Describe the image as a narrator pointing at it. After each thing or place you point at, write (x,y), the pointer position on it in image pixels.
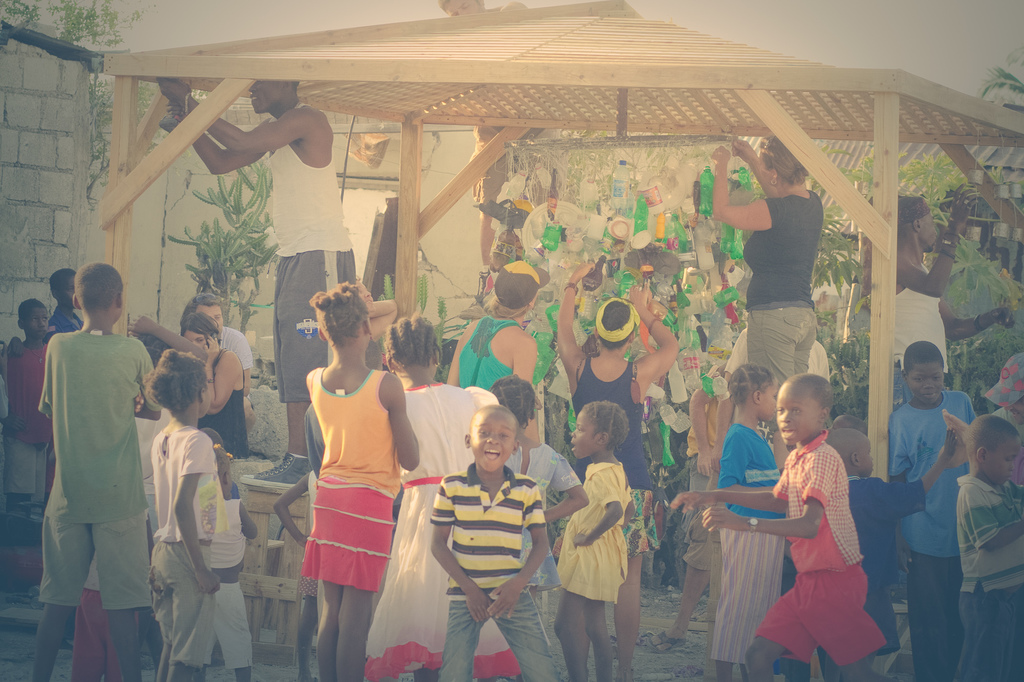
In the image in the center (512,425) we can see one boy (516,575) standing and he is smiling. In the background (704,377) there is a wall (13,63), shed (545,87), bottles (699,227), trees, plants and few people (385,330) were sitting and standing.
